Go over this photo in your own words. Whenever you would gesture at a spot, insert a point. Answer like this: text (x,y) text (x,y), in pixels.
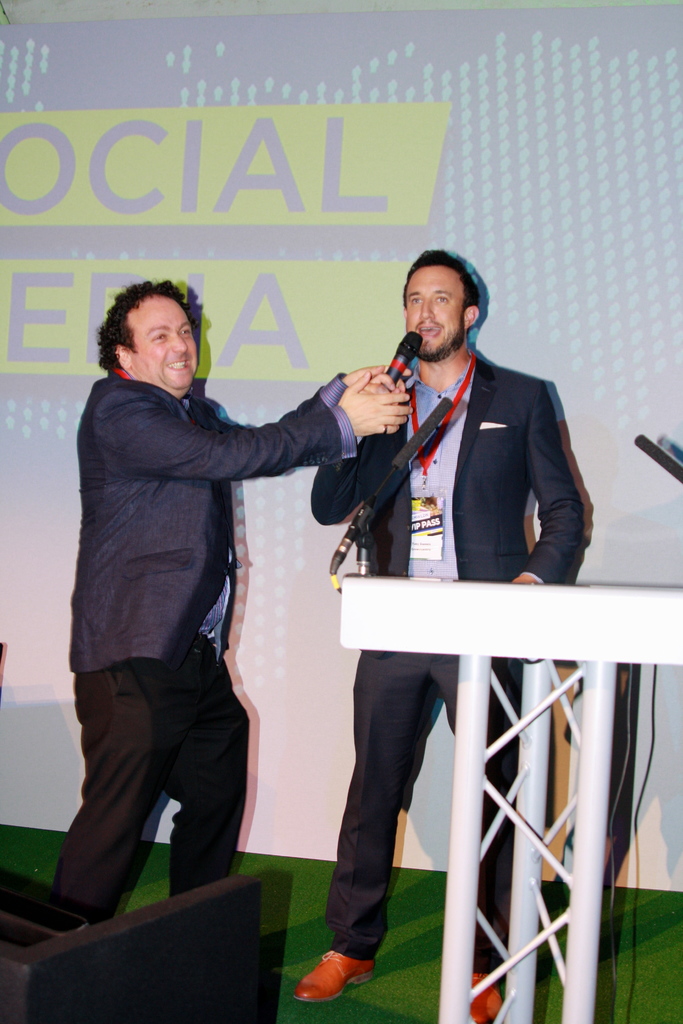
In the foreground of this image (337,906), on the stage (362,1000), there are two men (423,473) and a man (393,398) is holding a mic (411,338) placing it in front of another man (436,348) and there is another mic (340,545) in front the person (376,519). On the right (620,599), it seems like a table (528,697) and on the bottom left (73,1001), there is a black object (31,976). In the background (362,187), there is a screen (369,99).
